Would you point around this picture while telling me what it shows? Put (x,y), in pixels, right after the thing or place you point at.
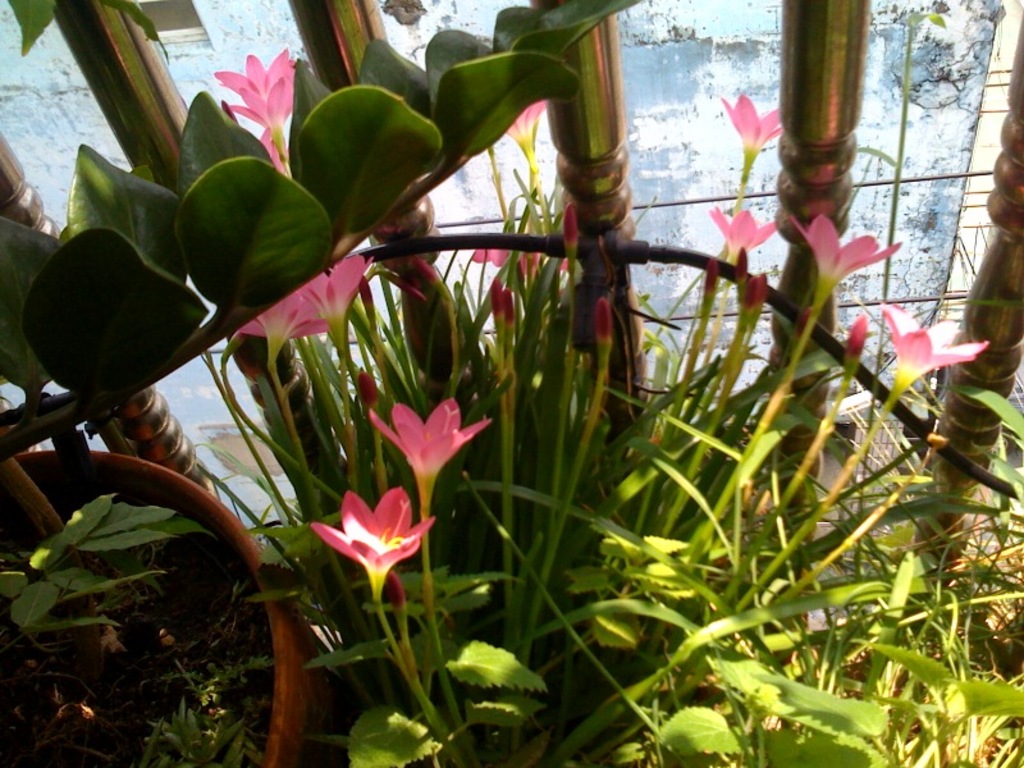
In this image we can see some plants (561,463) in the pots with some flowers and buds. We can also see some poles (836,227) and a wall (894,230).
